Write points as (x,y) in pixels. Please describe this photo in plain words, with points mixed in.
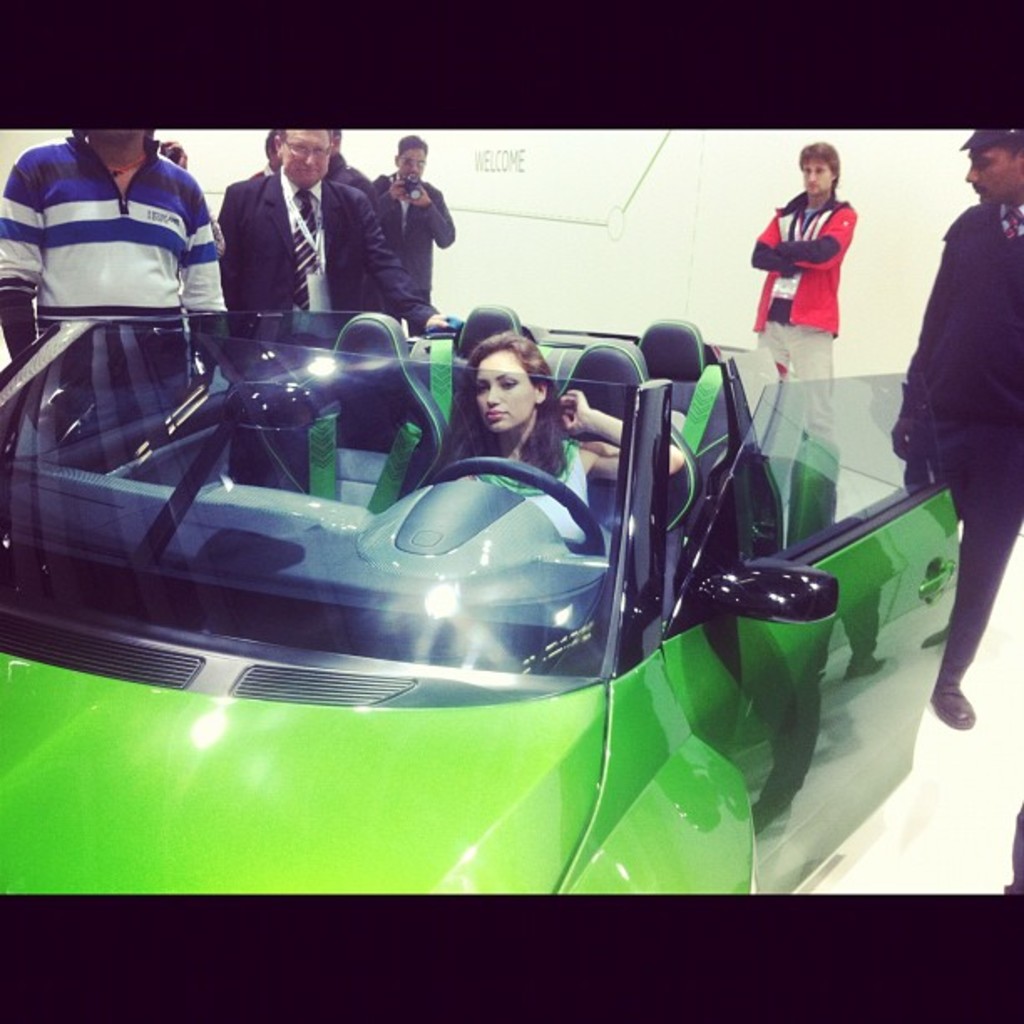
There are people (111,250) standing and this woman (562,407) sitting in a car (639,480).
